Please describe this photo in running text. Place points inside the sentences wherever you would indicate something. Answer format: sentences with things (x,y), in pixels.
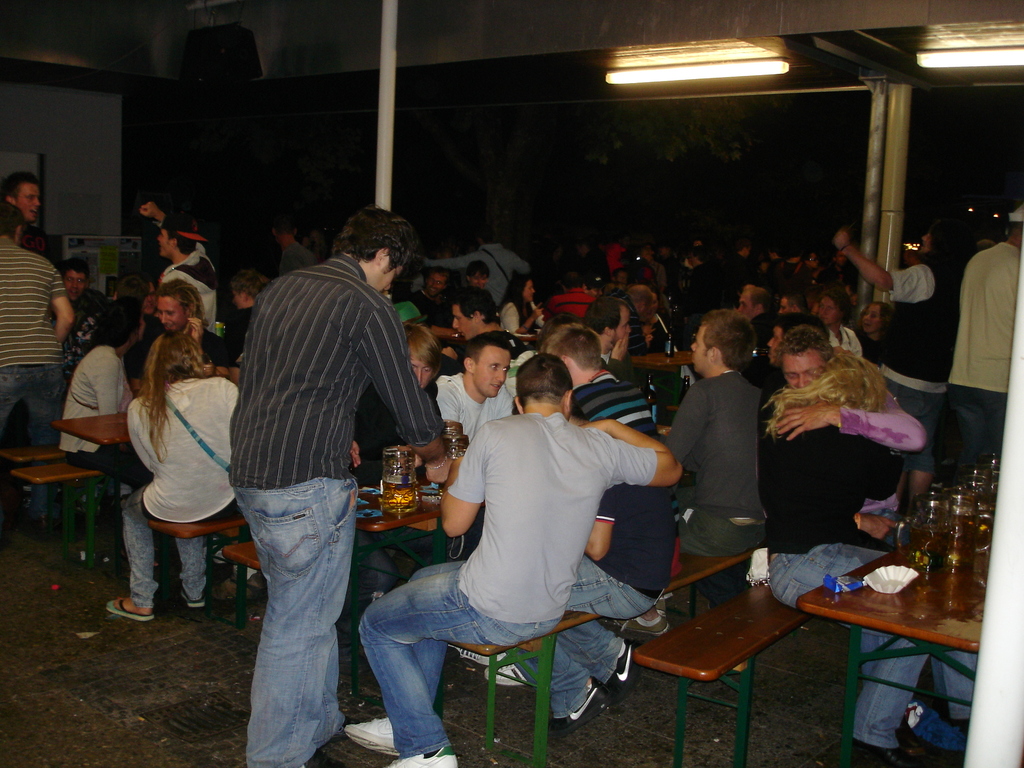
in this image we have a group of people (525,444) standing and sitting in the chairs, another group of people (562,289) standing and sitting in the chairs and in the table (885,558) we have glass (964,563) full of beers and light (723,68) fixed to the roof (491,4).
